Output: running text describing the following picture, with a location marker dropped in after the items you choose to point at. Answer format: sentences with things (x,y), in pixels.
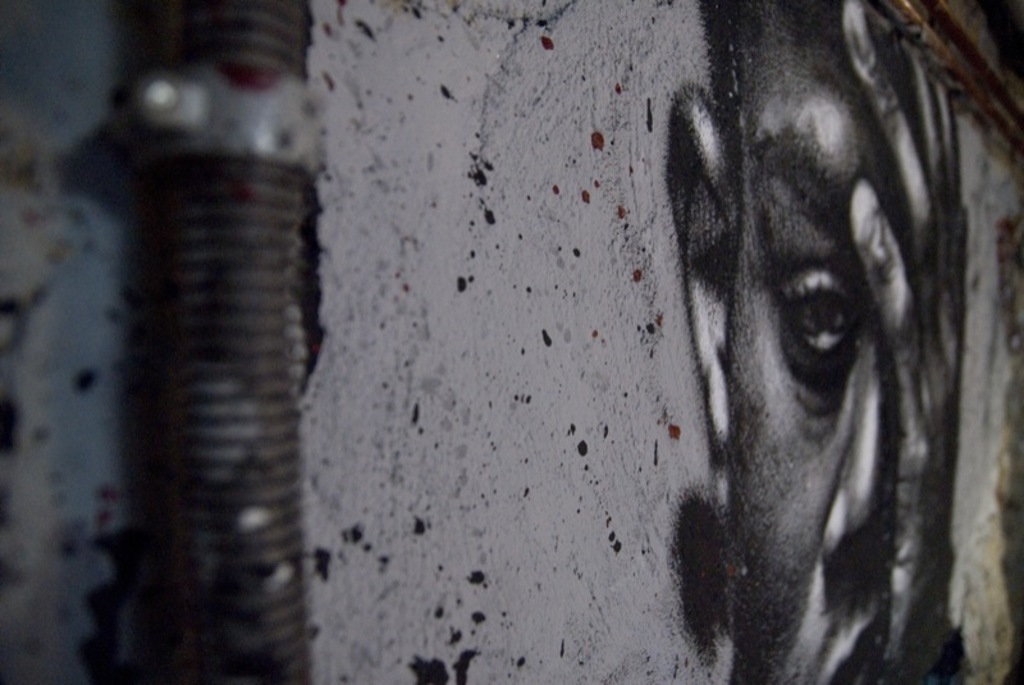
In the picture we can see a wall (357,313) with a painting (804,545) of a man's face (822,536) on the wall (322,622) and we can also see a pipe (264,286) which is fixed to the wall (352,131).
